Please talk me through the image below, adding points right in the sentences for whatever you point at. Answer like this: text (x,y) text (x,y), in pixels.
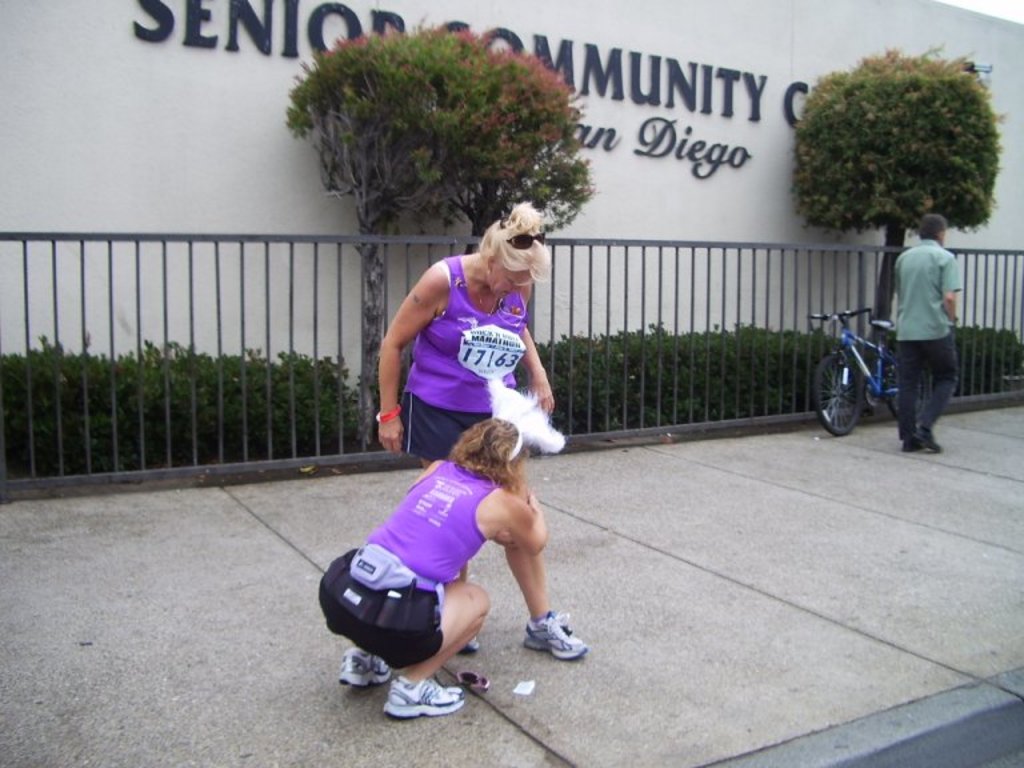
In this picture we can see a woman (503,379) leaning over another woman (517,422). We can see a bicycle (858,358) and a person (948,337) on the right side (922,437). There is some fencing (1006,265). Behind this fencing (349,238), we can see a few plants (15,467) and trees (374,293). There is some text (753,112) visible on a wall (95,166) in the background (566,57).
